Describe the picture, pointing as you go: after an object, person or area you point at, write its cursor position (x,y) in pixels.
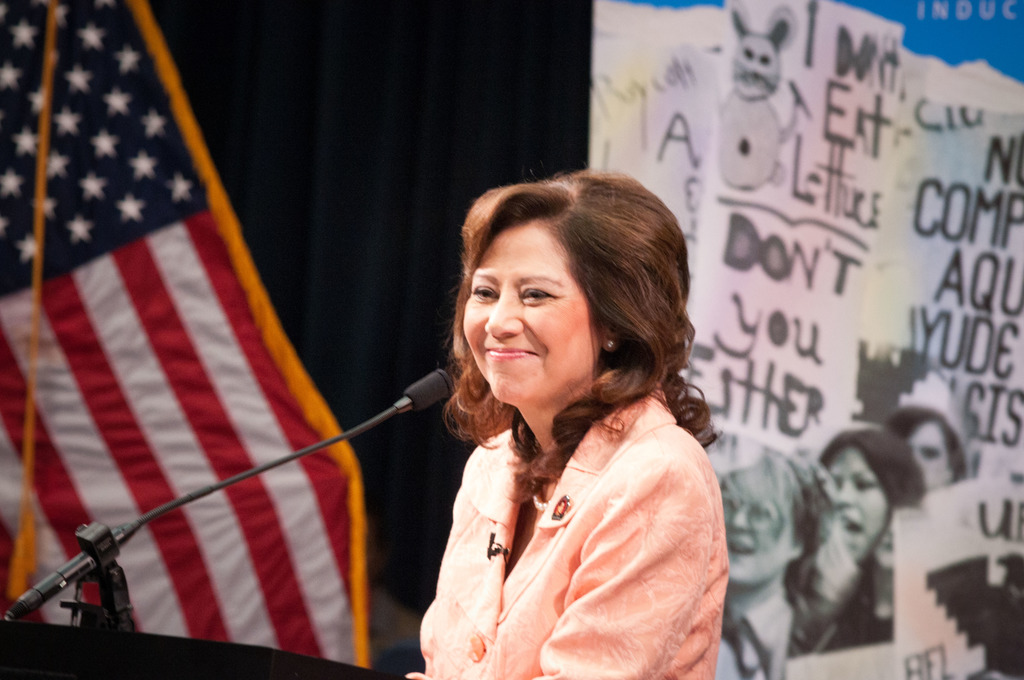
In this image I can see a woman (596,497) wearing pink colored dress (566,564) is standing and I can see a black colored object (112,654) and a microphone (113,538) in front of her. In the background (188,399) I can see a flag (128,325), the black colored curtain (320,137) and a banner (881,224).
